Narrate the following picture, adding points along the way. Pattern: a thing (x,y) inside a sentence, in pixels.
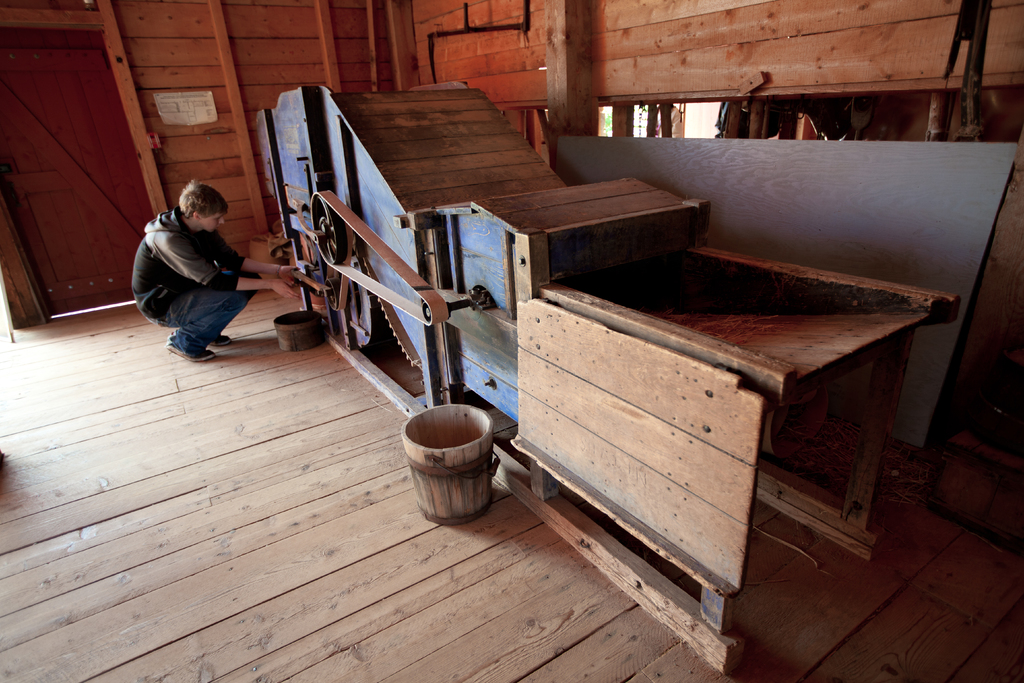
In this picture we can see buckets (420,424), wheel (313,229), door (39,79) pipes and a person (221,242) on the floor (118,484) and in the background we can see a poster (177,114) on the wall (277,24).
